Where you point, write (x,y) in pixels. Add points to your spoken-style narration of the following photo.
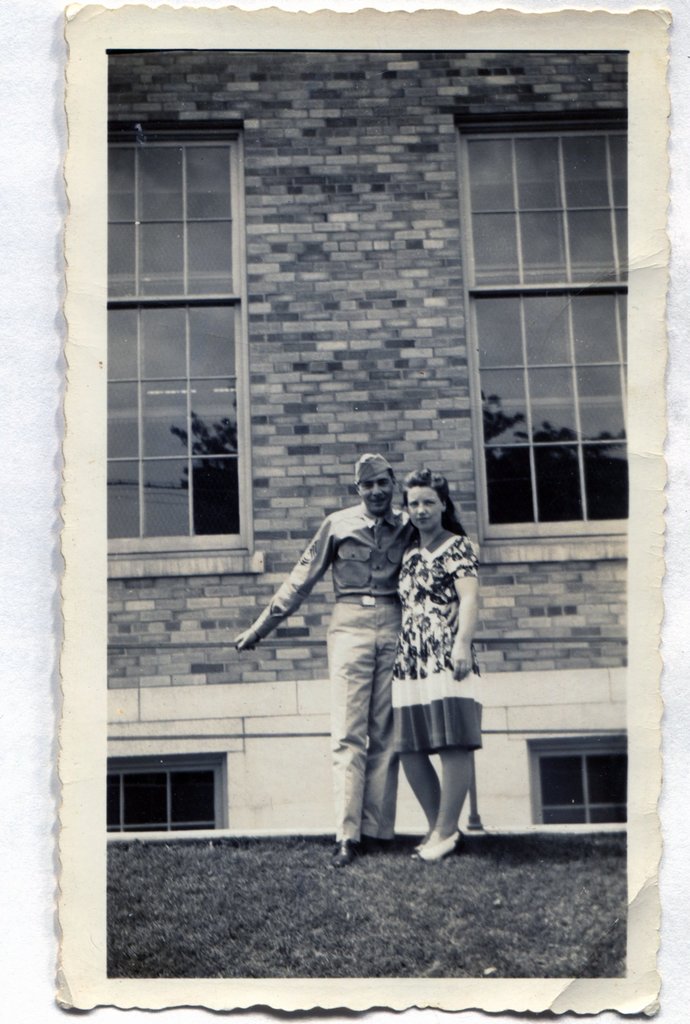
In this picture there is a man (366,785) and a woman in the center of the image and there is a building (227,209) in the background area of the image (339,264) and there are glass windows (556,381) on the building (438,292), on the right (563,280) and left side of the image (169,527).
